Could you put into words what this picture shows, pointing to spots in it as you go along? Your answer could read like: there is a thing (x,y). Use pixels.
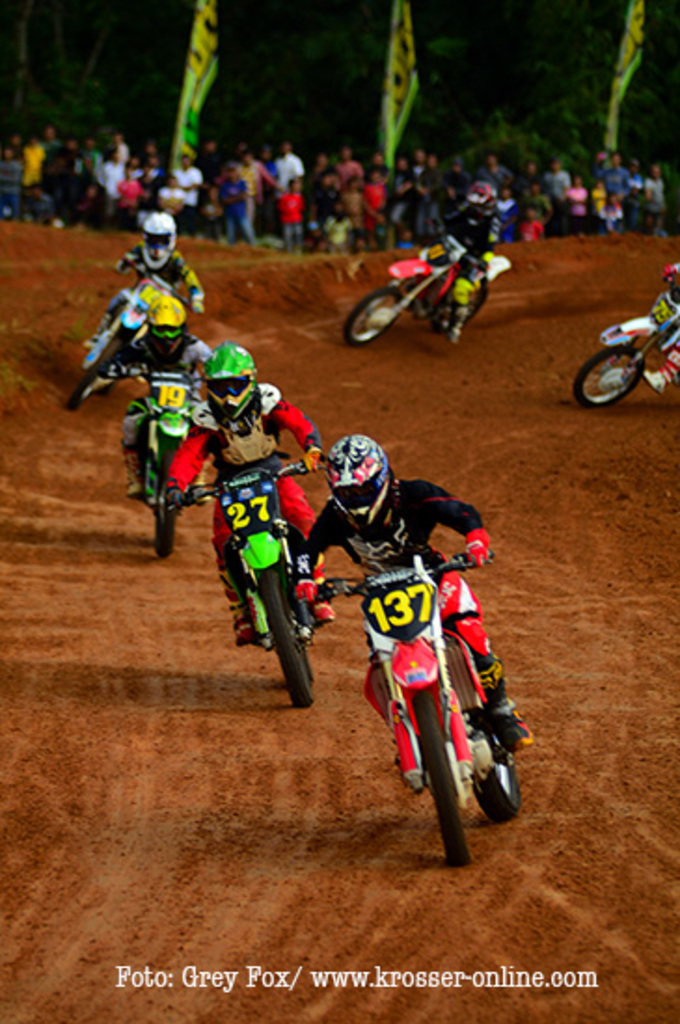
In this image we can see a group of people (321,200) standing. There are many trees (357,66) and three flags (201,96) in the image. There are few people (464,528) riding the bike (252,536).
